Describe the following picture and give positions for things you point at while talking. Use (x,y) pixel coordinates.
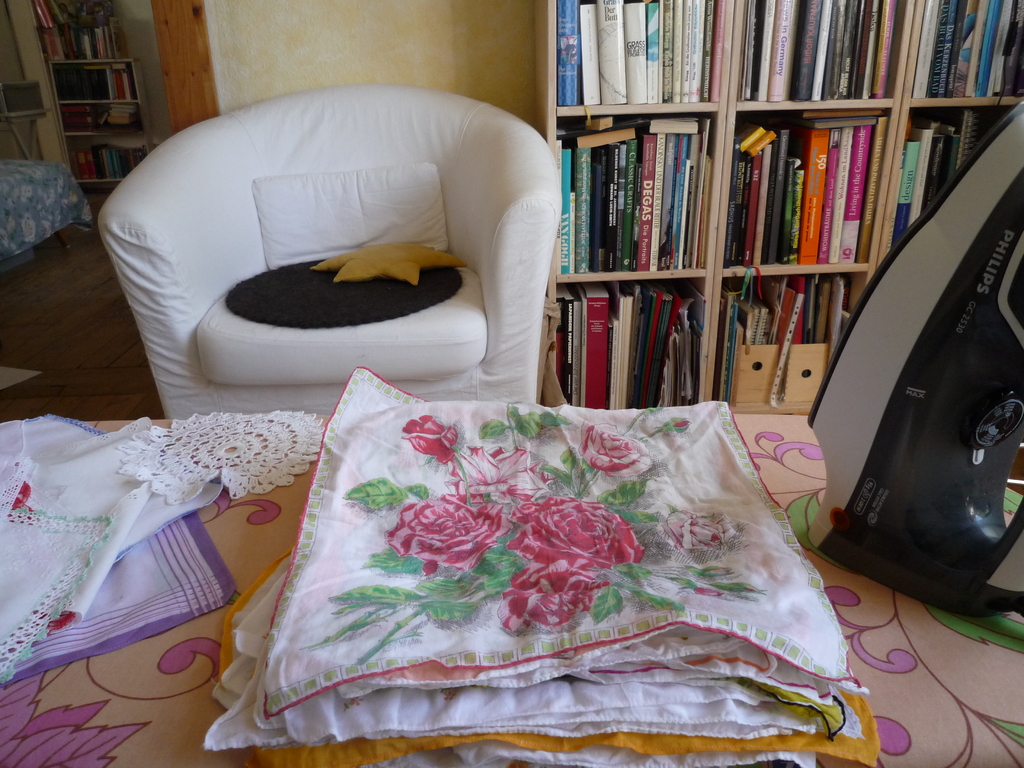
This is a sofa chair (459,269) with a cushion (348,274) on it. This looks like a bed (935,733), which is covered with a bed sheet (104,708). I can see handkerchiefs (317,699) and an iron box (941,499) placed on the bed (941,615). These are the books (782,33) placed in the bookshelf (791,268). In the background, I can see a small bed (52,186). This is the wall (330,73). I can see another bookshelf (93,44) with the books (97,83).
